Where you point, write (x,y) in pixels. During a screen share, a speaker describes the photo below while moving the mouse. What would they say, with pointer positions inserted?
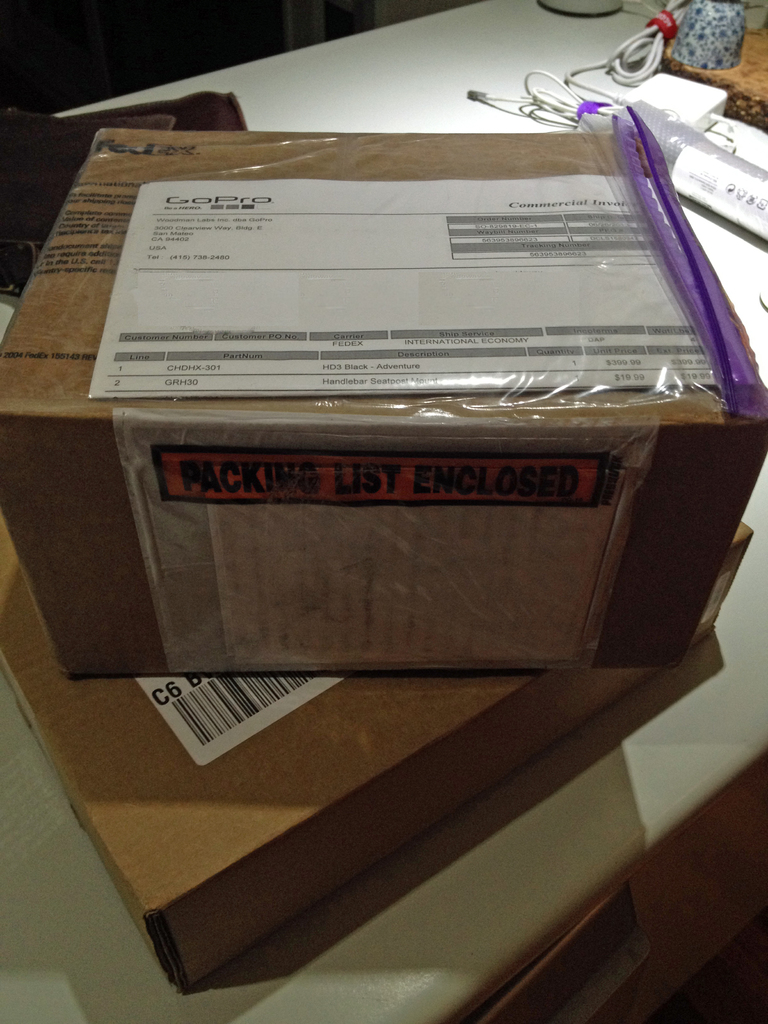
In this image there are two boxes (154,489), few wires (654,63), device (685,110) and few objects (719,56) are on the table (463,50).
